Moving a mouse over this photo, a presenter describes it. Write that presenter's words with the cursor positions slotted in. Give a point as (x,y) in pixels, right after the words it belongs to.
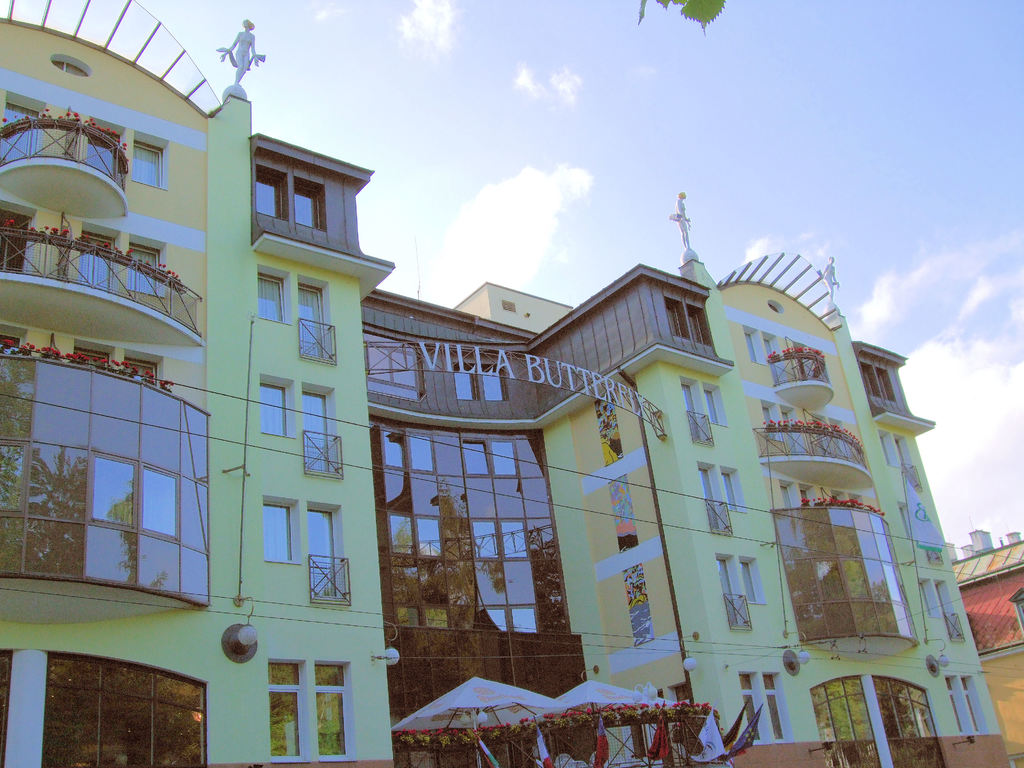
In the center of the image (418,396) there is building (482,650). At the bottom of the image (537,710) we can see tents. In the background (560,96) we can see sky (568,167) and clouds (466,224).
